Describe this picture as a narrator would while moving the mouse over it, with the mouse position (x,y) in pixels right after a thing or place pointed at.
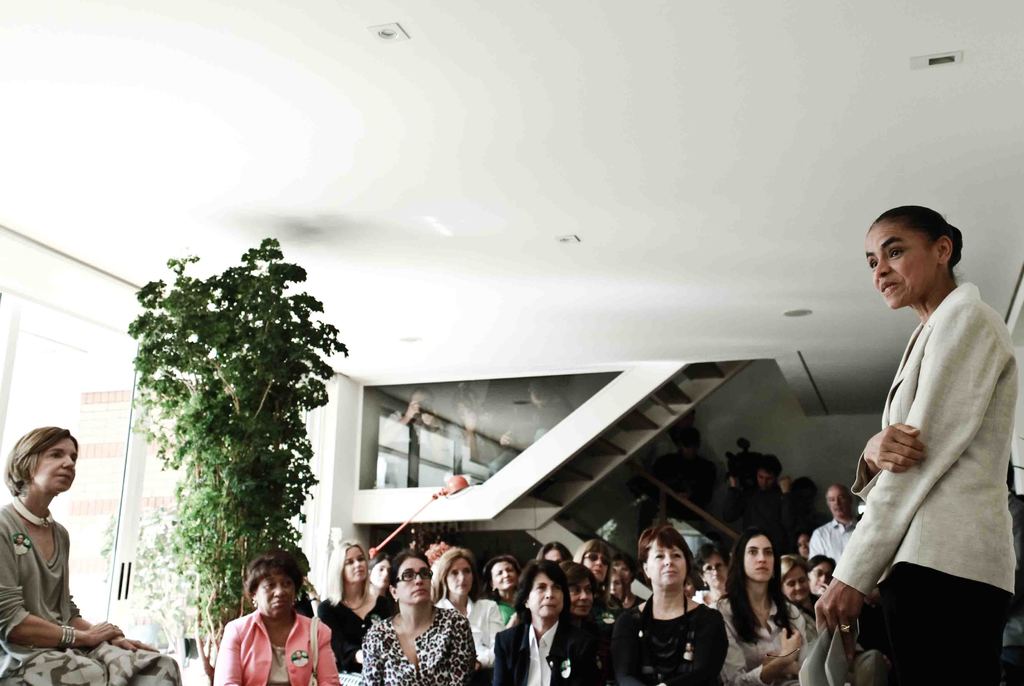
In this image we can see a group of people (759,569) sitting under a roof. On the right side (977,618) we can see a woman (984,553) holding some papers (818,646) standing. We can also see a plant (216,583), light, a door (157,581), staircase (568,469), ceiling lights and a person (731,483) holding a camera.
